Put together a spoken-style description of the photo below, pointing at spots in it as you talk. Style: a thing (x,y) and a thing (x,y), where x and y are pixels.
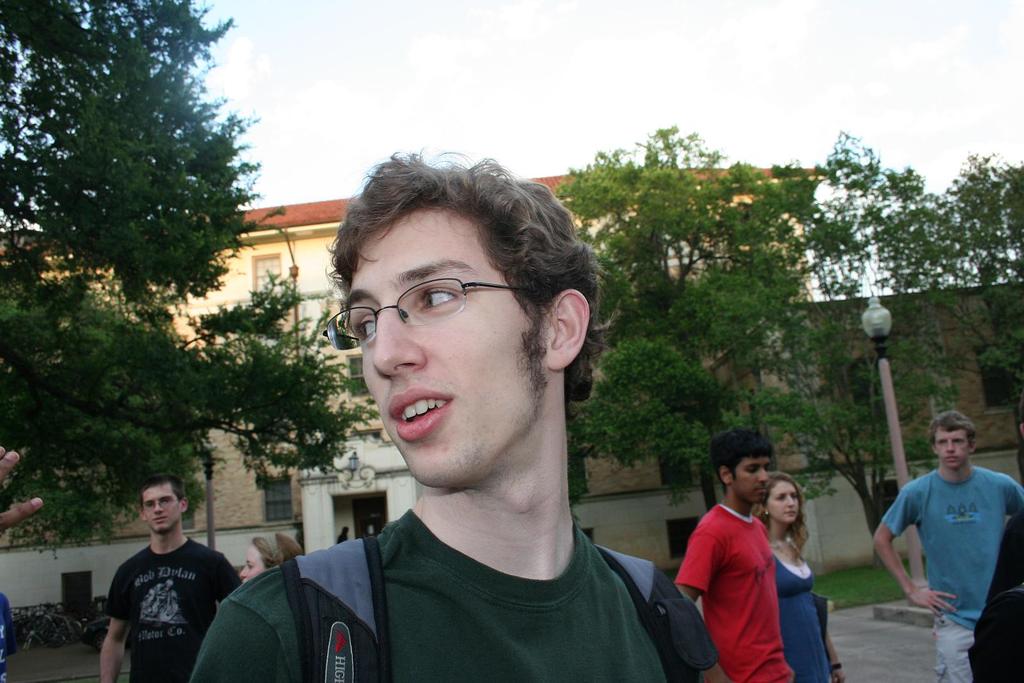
In this image, we can see a man (470,544) is wearing glasses (411,319). Background (180,427) we can see few people (976,588), trees (994,267), poles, house (76,593), walls (650,507), grass (850,588), light (876,334). Top of the image (727,77), there is a sky (694,64).
